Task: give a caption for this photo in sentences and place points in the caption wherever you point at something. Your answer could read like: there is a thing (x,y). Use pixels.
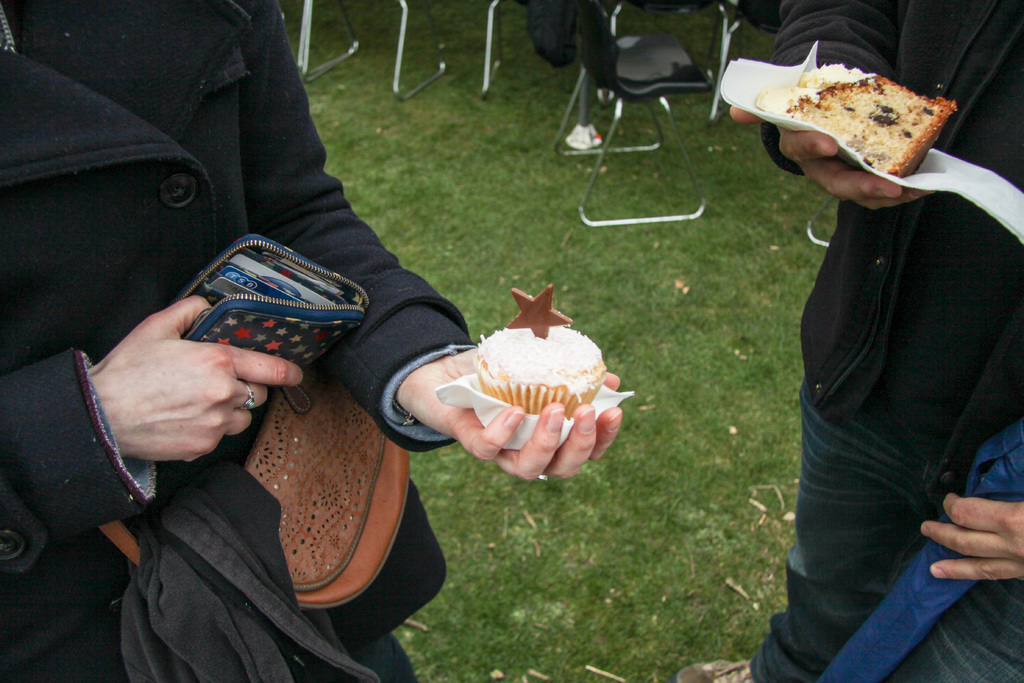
In this image I can see two persons (576,420) and they are holding the food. The person (411,343) at left (102,262) is wearing black color dress (138,268). In the background (494,22) I can see few chairs (720,18) and the grass (533,198) is in green color and I can also see the wallet (342,279).
